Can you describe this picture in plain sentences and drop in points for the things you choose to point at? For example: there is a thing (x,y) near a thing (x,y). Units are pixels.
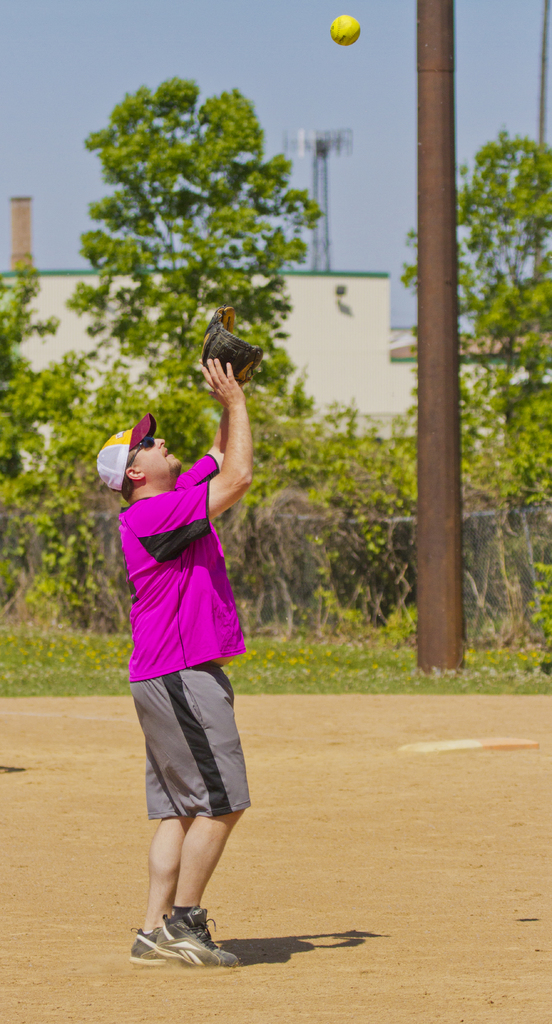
This is the man (169,666) standing and holding a baseball glove (238,351). This is the ball (348,28), flying in the air (330,83). He wore a cap (115,445), goggles (138,447), T-shirt (199,663), short (210,804) and shoes (184,954). This looks like a pillar (453,421). These are the trees (104,268).
